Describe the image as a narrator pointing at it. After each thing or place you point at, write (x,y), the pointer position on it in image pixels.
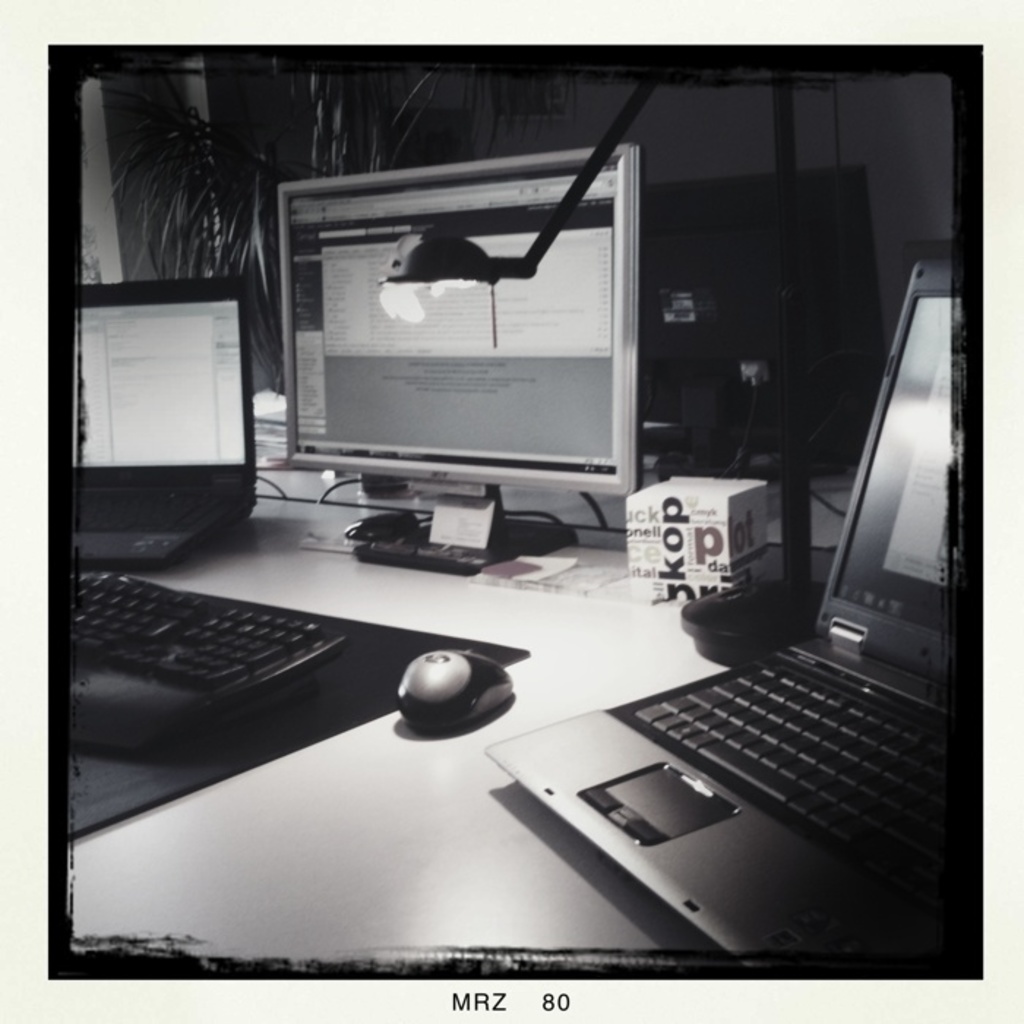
Here in the image in center (547,467) we can see the monitor (505,410). In the left corner (155,599) we can see the keyboard (149,651) and above the key board (130,588) we can see laptop (182,394). In the right corner (873,683) we can see the laptop (900,704) and in center (446,671) we can see mouse (437,690).
